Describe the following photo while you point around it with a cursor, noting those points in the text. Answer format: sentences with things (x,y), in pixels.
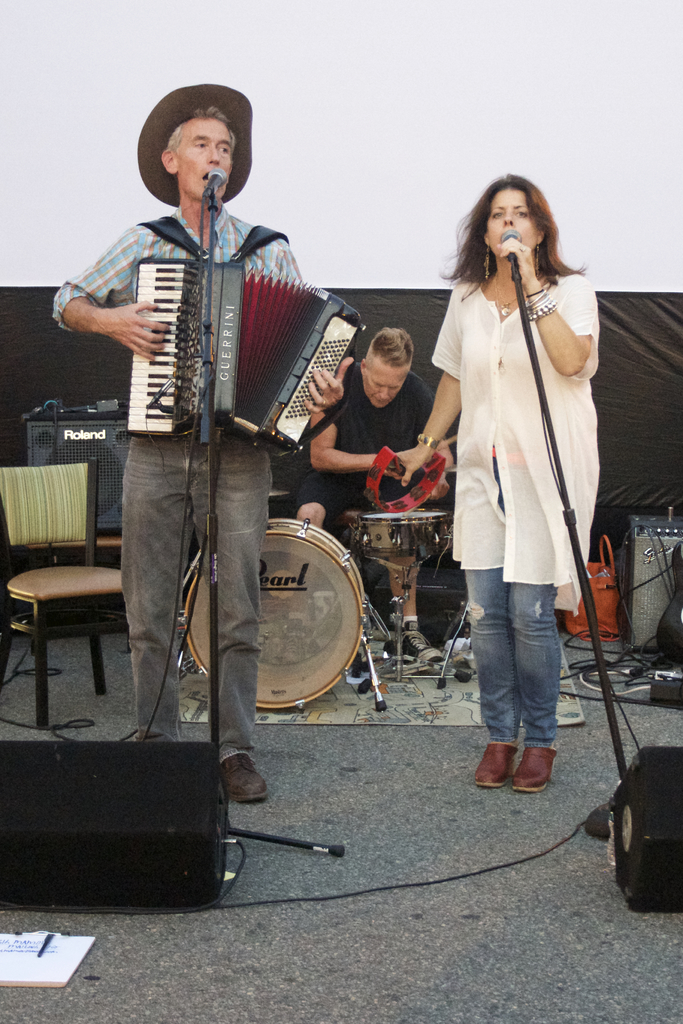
In this image i can see a man (200,220) holding a musical instrument (240,309) in his hand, and there is a microphone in front of him. To the right of the image (538,601) i can see a woman (446,390) standing and holding a microphone (516,235) in her hand (533,270). In the background (399,360) i can see another person (384,403) sitting, few chairs (63,510) and some musical instruments (348,581).
